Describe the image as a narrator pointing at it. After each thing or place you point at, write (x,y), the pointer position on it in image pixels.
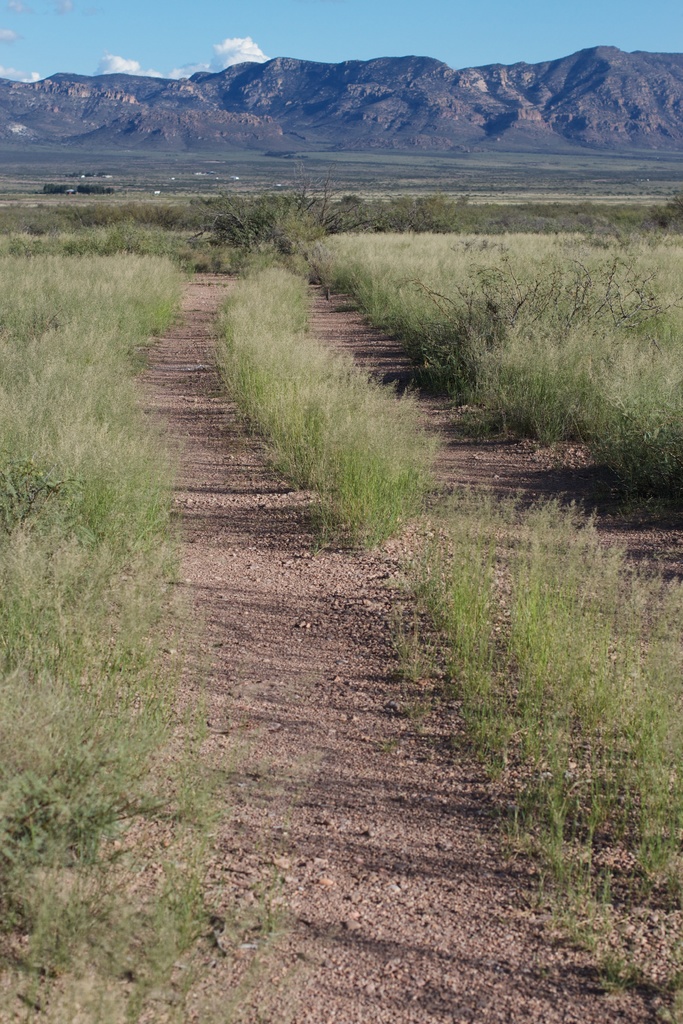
These are the small plants (294,444) and bushes (385,220). In the background (145,112), I can see the hills (454,88). These are the clouds (118,62) in the sky (145,59).
